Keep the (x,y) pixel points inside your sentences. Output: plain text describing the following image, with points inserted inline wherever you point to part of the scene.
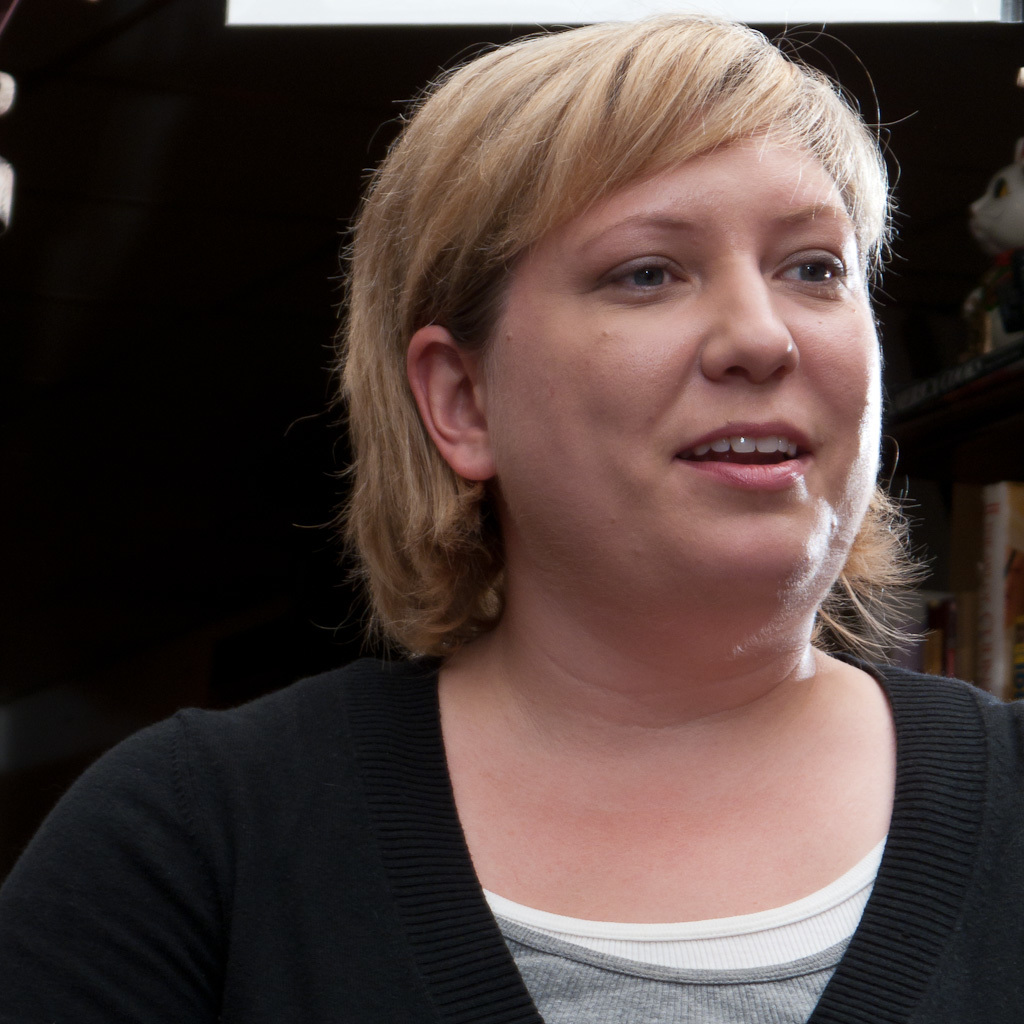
In this image there is a picture of a woman (624,677).
